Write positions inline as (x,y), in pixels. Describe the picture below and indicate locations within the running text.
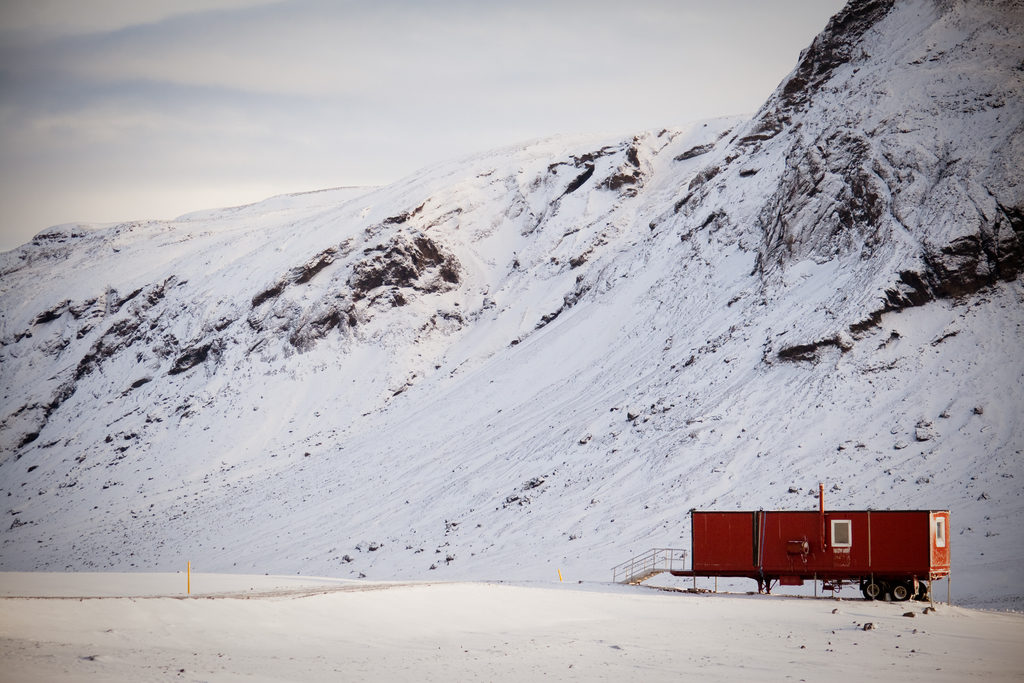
At the right side of the image (790,517) there is a container (899,514). At the bottom of the image (263,595) there is snow (126,674). At the background of the image (213,245) there is a snow mountain (757,138). At the top of the image (363,46) there are clouds (312,25).
